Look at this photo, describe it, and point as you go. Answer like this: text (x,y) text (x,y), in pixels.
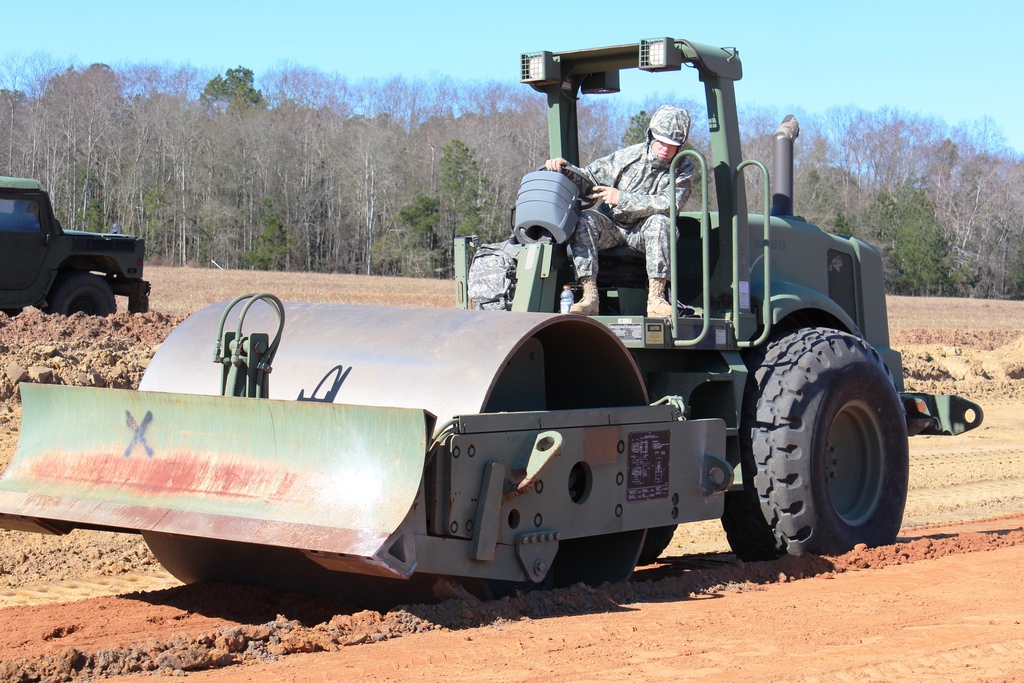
In this picture we can observe a road roller (705,207) on the land (438,616). There is a person (623,192) driving this vehicle (523,264). In the background (356,166) there are trees (380,186) and a sky (426,48).
